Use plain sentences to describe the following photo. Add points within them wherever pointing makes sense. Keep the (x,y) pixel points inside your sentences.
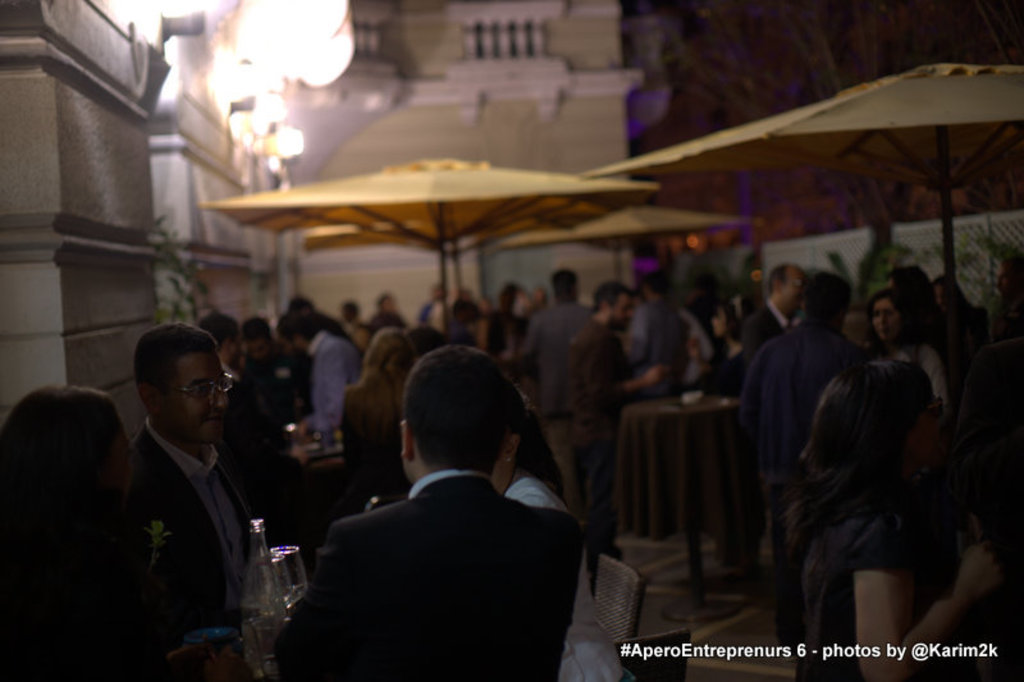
This image is clicked outside. There are tents (280,214) and people (441,402) are under the tents (523,191). There is a building (597,64) in the back side (360,139). People (488,338) are holding bottles (248,573) and glasses (280,547) in their hands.
